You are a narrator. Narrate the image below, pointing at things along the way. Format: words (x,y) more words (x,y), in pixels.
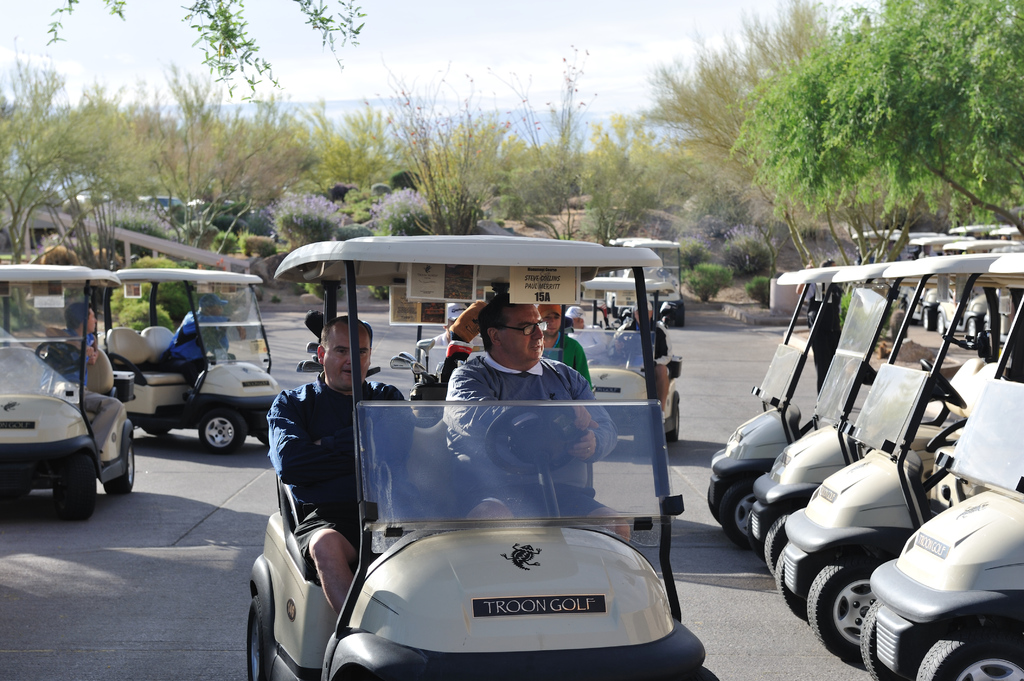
In the image there are few people (469,387) riding some vehicles (372,483) and on the right side (792,480) there are empty vehicles (829,423). In the background (147,225) there are trees (763,209) and plants (693,238).
